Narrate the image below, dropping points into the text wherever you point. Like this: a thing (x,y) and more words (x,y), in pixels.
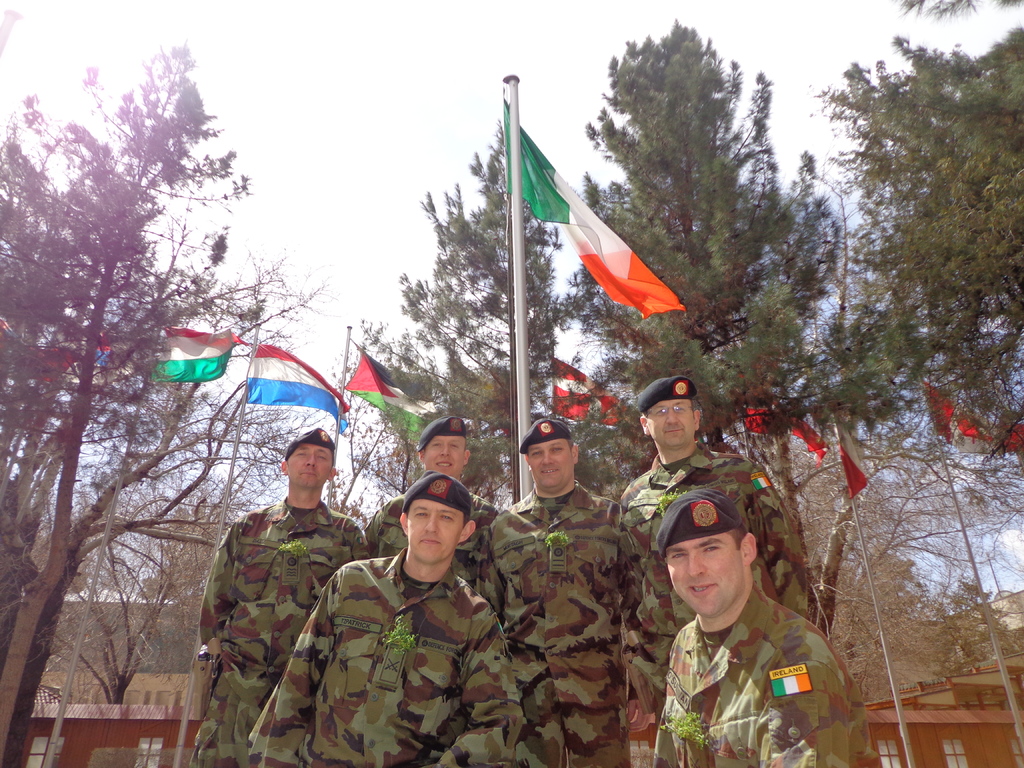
Here few men (660,624) are standing, they wore black color caps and green color dresses (561,624). In the middle (665,292) there is a flag (576,250), there are green color trees (945,142) at the back side of an image (127,391).
